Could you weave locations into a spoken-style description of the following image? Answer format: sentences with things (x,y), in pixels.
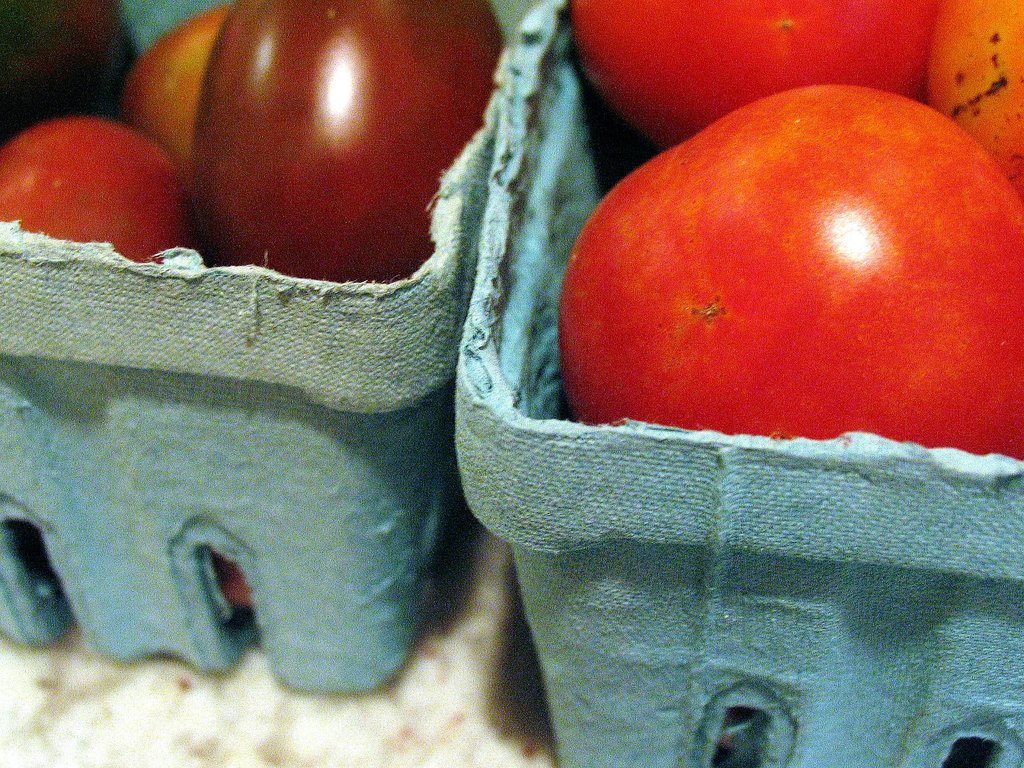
In this picture we can see vegetables (432,14) in baskets (528,407) and these baskets (254,546) are placed on a surface (455,684).
